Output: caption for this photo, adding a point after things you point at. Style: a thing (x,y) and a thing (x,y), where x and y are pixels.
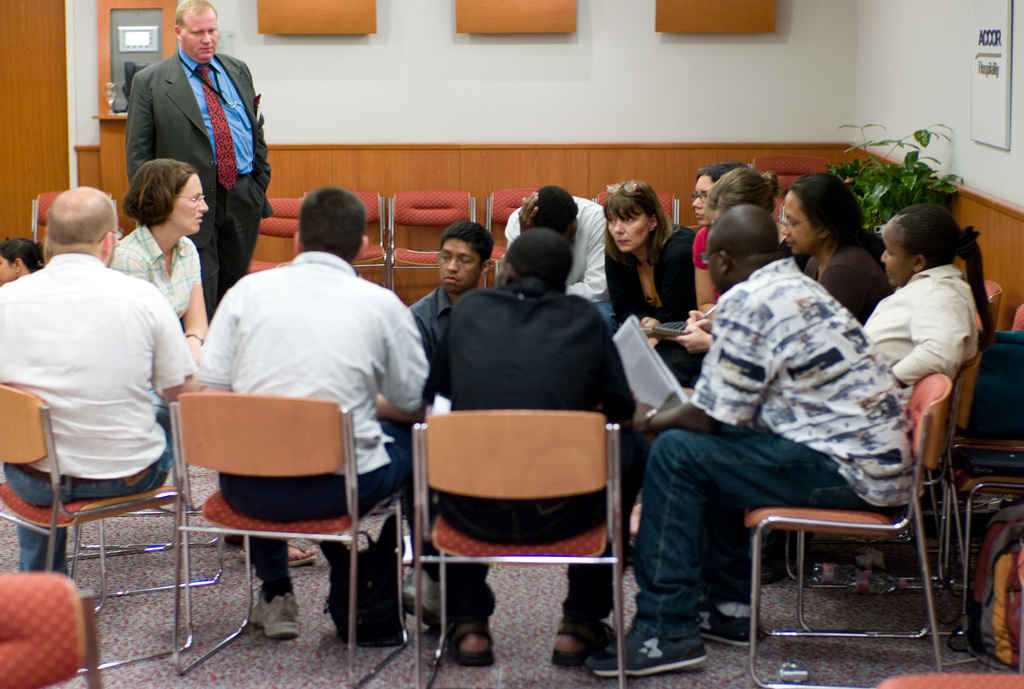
In this image in front (253,288) there are people (263,296) sitting on the chairs (216,492). There is a person (193,54) standing on the floor (222,617). On the right side of the image (1001,560) there is a bag (1002,543). There is a plant (926,137). In the background of the image (708,15) there are wooden boards (498,27) and a photo frame (980,106) attached to the wall (637,70). On the left side of the image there is a landline phone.
